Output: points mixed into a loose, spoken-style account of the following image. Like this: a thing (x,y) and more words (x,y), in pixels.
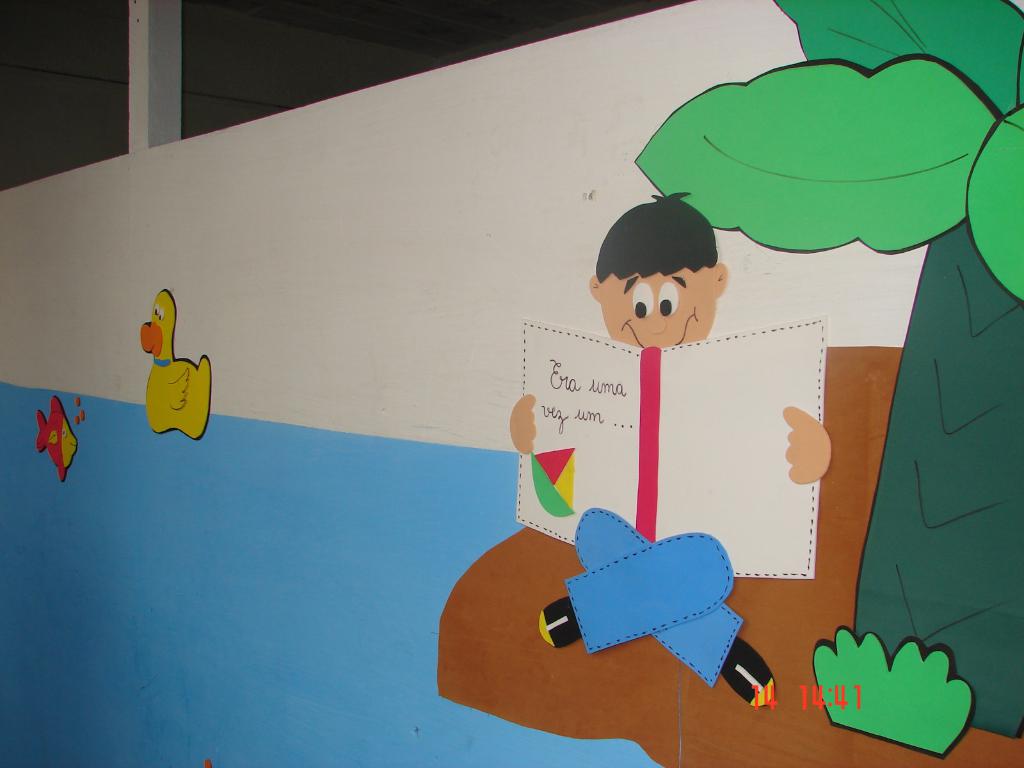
As we can see in the image there is a wall (382,336). On wall (338,501) there is painting (184,407) of duck (159,409), fish (61,445), tree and a boy (666,312) holding book (653,434).
